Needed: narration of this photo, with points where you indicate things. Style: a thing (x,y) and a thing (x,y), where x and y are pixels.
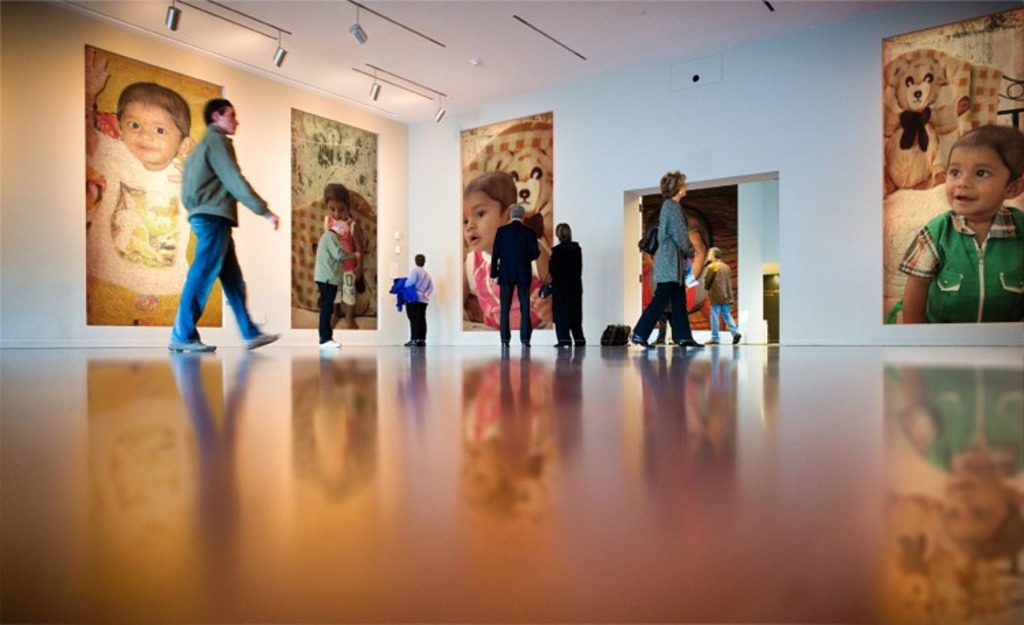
In this image at the bottom (387,488) there is floor (384,406), and in the center (560,259) there are group of people (715,276) standing and some of them are walking and there is one bag (611,332) on the floor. And in the background (294,132) there are some photos (519,173) of children (961,164) and some toys (961,126), at the top (415,106) there is ceiling (501,59) and there are some lights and wall (79,92).
